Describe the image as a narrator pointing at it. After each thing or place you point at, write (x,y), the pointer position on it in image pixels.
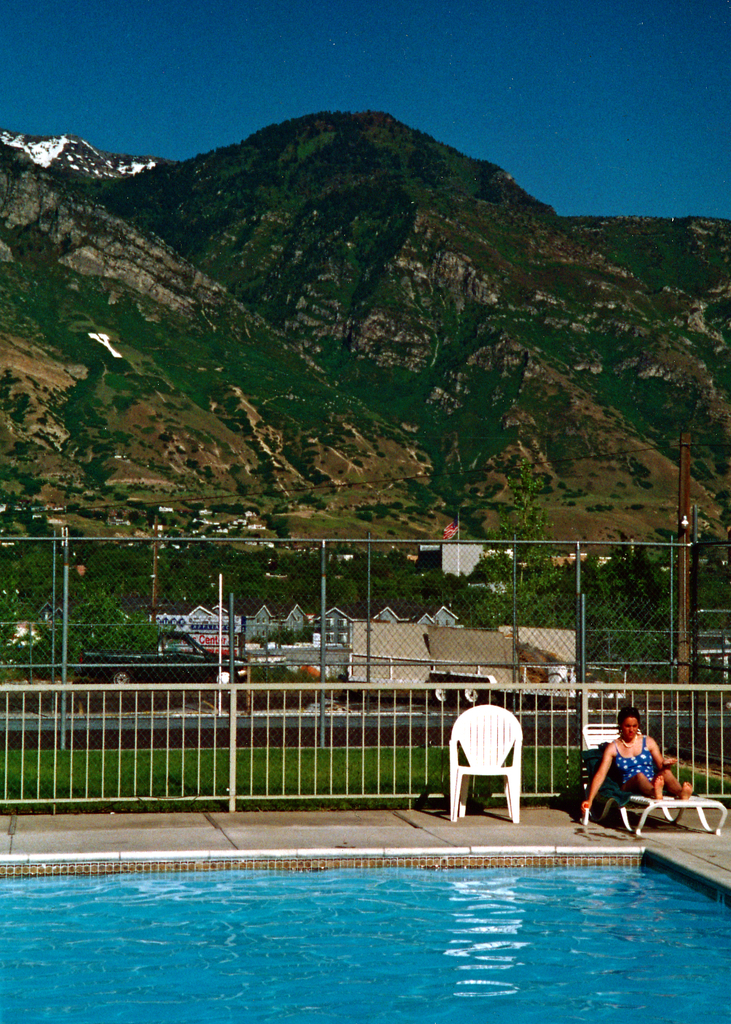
In this picture there is a woman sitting here, there is a swimming pool (391,929) in front of her and in the backdrop (356,115) there are mountains (470,255).
